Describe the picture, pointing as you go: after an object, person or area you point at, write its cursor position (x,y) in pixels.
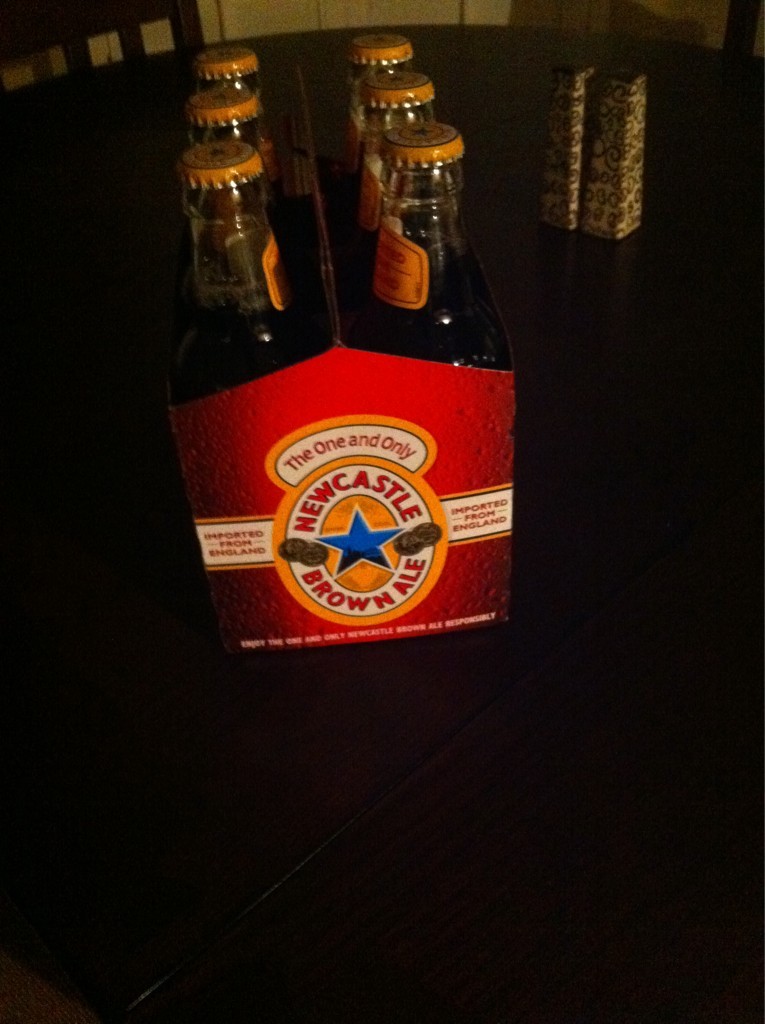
In this image, there are bottles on the table (324,49), there is a chair (187,22) at the left side of the image (52,17), bottles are placed on the table (391,833) and the color of table (144,569) is brown.
